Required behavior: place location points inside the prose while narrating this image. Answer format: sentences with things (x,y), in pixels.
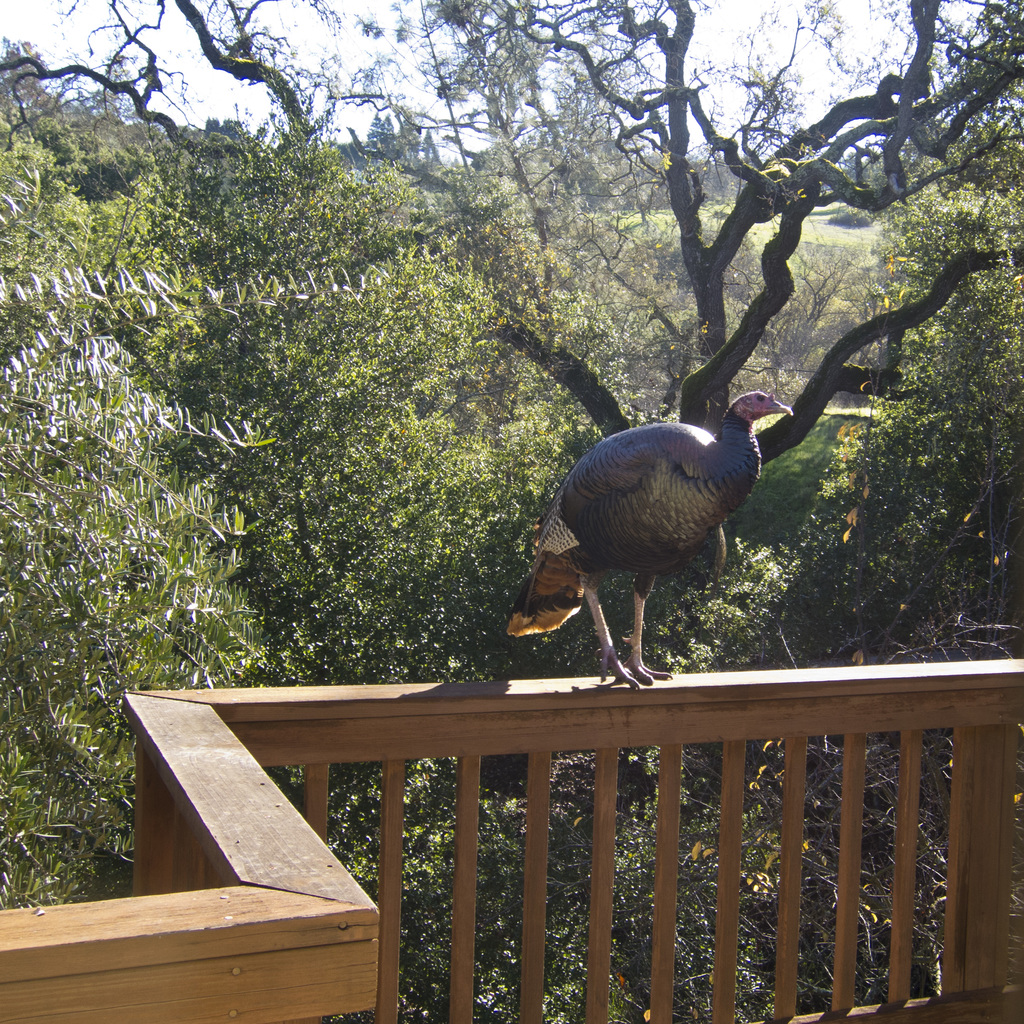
In this picture we can observe a bird (605,566) standing on the wooden railing (414,724) which is in brown color. The bird (603,547) is in dark brown color. In the background (196,407) we can observe trees (260,276) and sky (337,91).
